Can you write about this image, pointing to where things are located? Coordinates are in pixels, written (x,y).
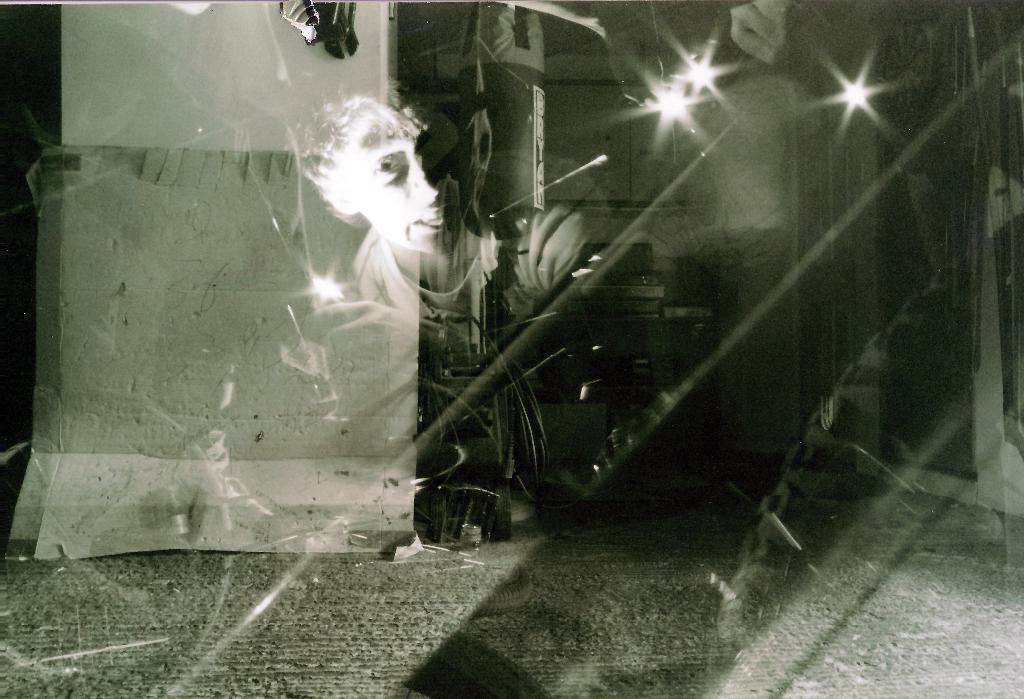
There is a boy's reflection (406,293) on a glass (473,274) as we can see in the middle of this image (405,246). We can see a cardboard (284,182), a wall (661,242) and other objects (535,340) in the background (741,246).
